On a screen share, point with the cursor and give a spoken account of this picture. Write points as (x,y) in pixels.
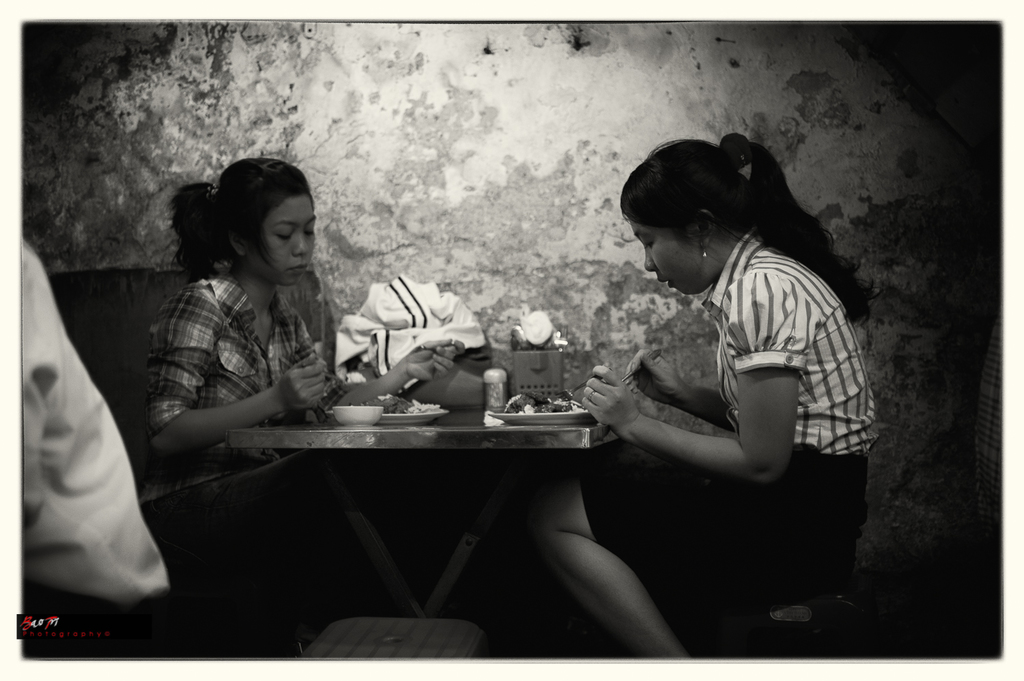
This is a black and white image. Woman (611,372) in black and white dress (782,322) is sitting on chair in front of table (506,441) and woman (180,378) on left side (171,365) is holding spoon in her hands (279,378). In front of them, we see a table (408,441) on which plate (426,416) containing food (401,402) and bowl (342,411) are placed. Behind them, we see a wall (487,163).
